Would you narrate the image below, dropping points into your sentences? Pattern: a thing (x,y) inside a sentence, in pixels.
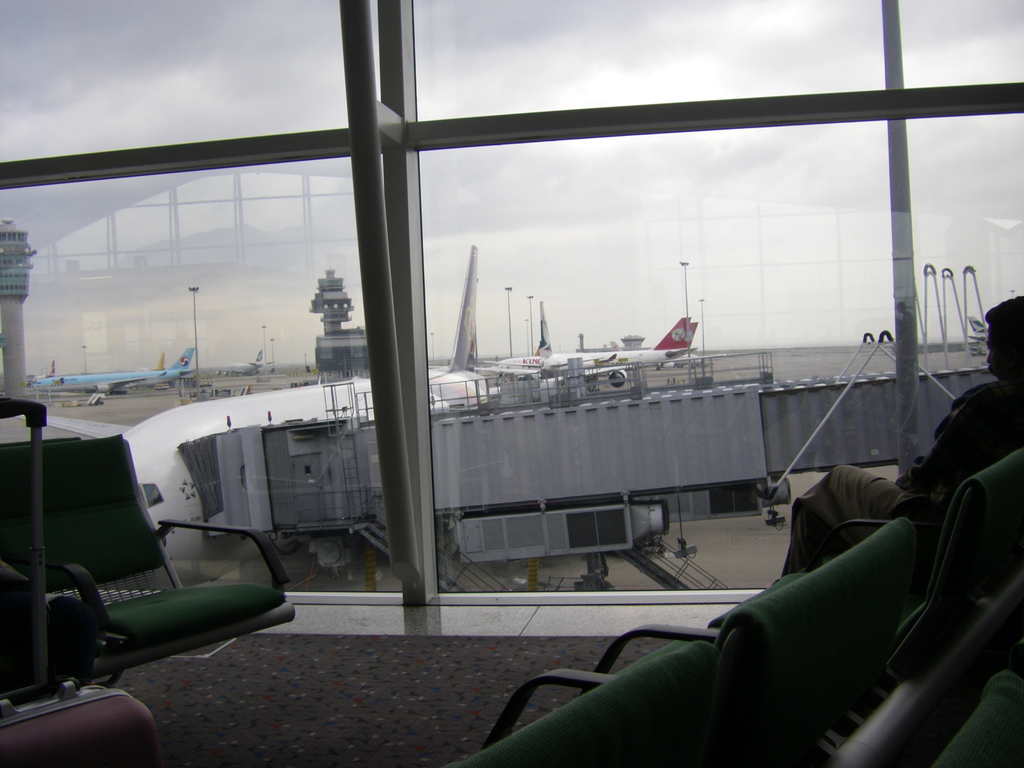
The picture is taken from behind the window (385,259), there are many chairs (129,635) and on the left side (109,699) there is a luggage bag (97,749), ahead the window (59,343) there are few airplanes (678,333) and other compartments (824,387).
